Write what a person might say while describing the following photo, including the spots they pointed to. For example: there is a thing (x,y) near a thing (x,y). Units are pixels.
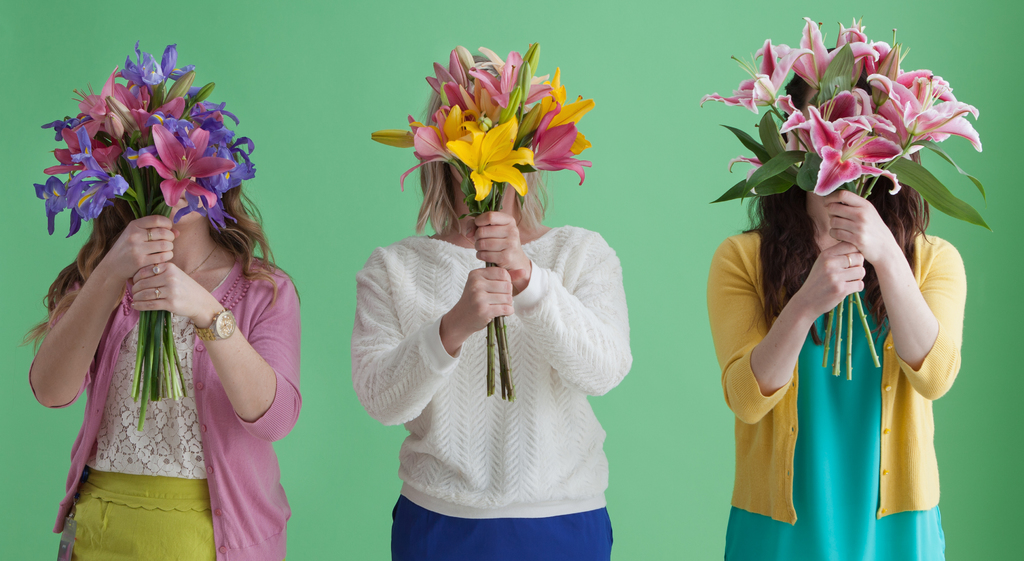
In the image there are three women (839,401) standing and covering their faces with flowers (191,164).
